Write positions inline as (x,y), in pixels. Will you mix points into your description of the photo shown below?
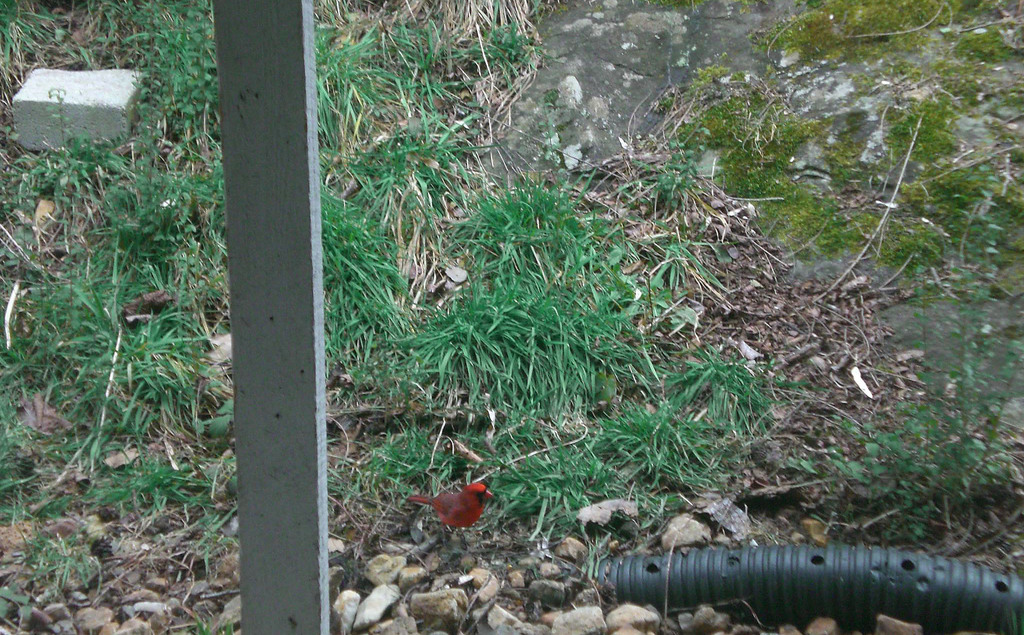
In this image there is the grass (123,248) truncated towards the left of the image (29,342), there is a stone (97,85) on the grass (109,63), there is an object (262,209) truncated top of the image (281,37), there is an object (307,622) truncated bottom of the image (294,632), there is an object (773,580) truncated right of the image (859,580), there are stones (135,607) truncated towards the bottom of the image (824,628), there are plants (889,467), there is grass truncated towards the right of the image (952,179).
